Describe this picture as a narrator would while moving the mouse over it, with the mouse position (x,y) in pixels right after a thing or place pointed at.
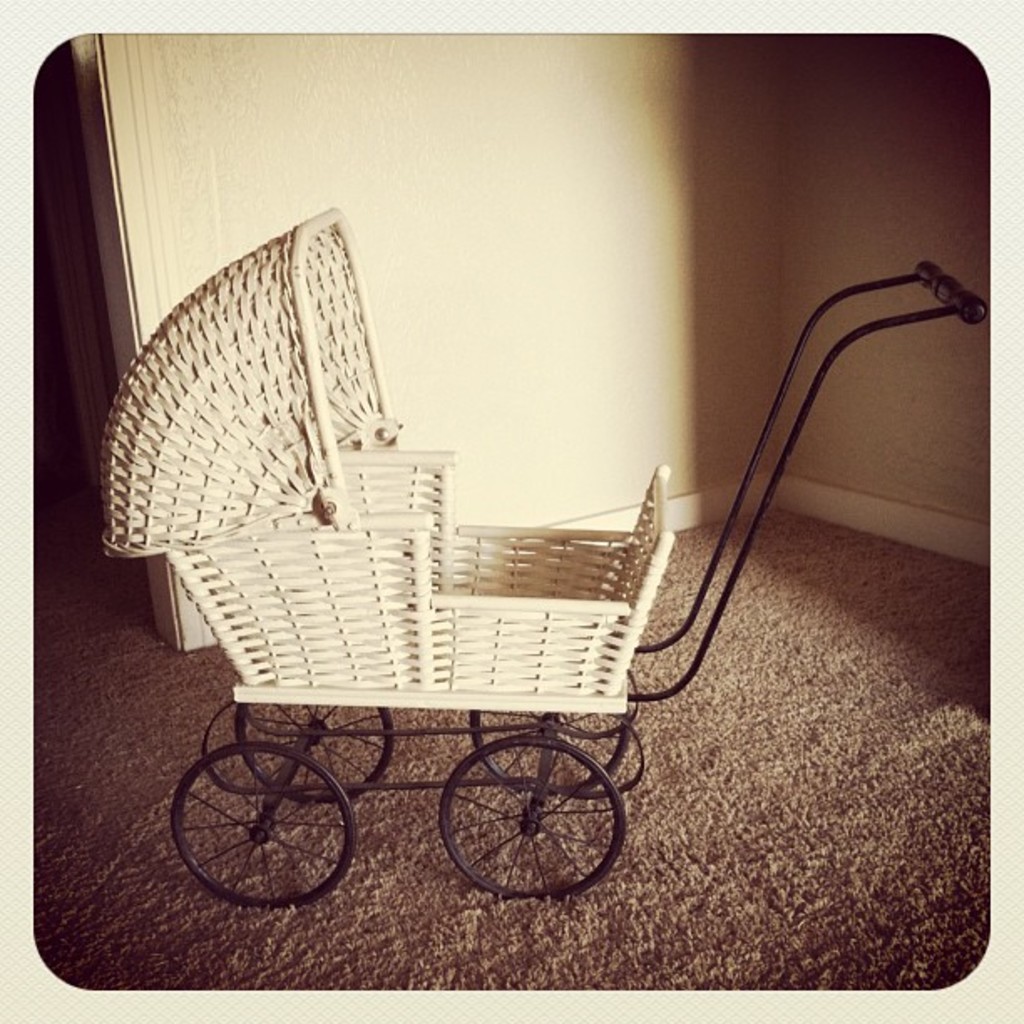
In this image, we can see a photo (551,552). In this photo (583,597), we can see a baby cart (386,655) with wheels (475,811) and handle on the surface (645,831). In the background (601,230), we can see the wall (544,305).
